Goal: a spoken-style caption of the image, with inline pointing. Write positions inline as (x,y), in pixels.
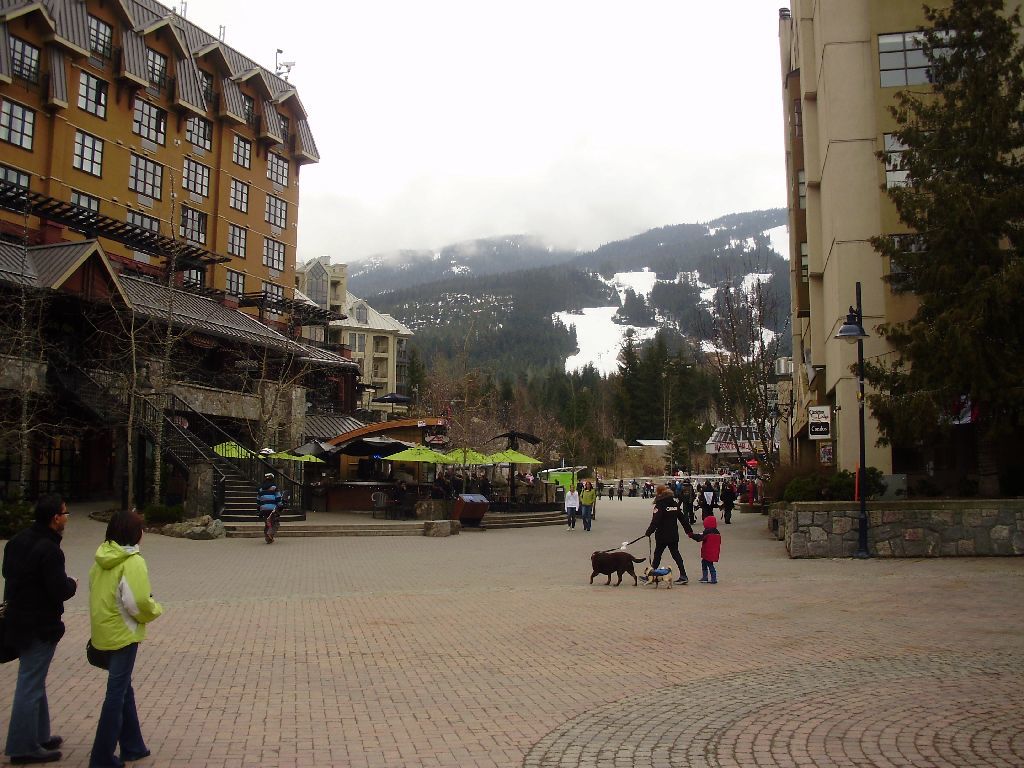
In this image there is a floor (449,670) in the bottom of this image (602,662) and there are some persons (675,523) standing in middle of this image (602,485) and there are some persons (114,617) in the bottom left corner of this image (117,682). There are some buildings (259,296) on the left side of this image (157,265) and on the right side of this image (902,300) as well. There are some trees (550,343) in the background (760,378). There are some hills (527,300) on the top of this image (498,249) and there is a sky (496,176) on the top side of this hills (538,264).
